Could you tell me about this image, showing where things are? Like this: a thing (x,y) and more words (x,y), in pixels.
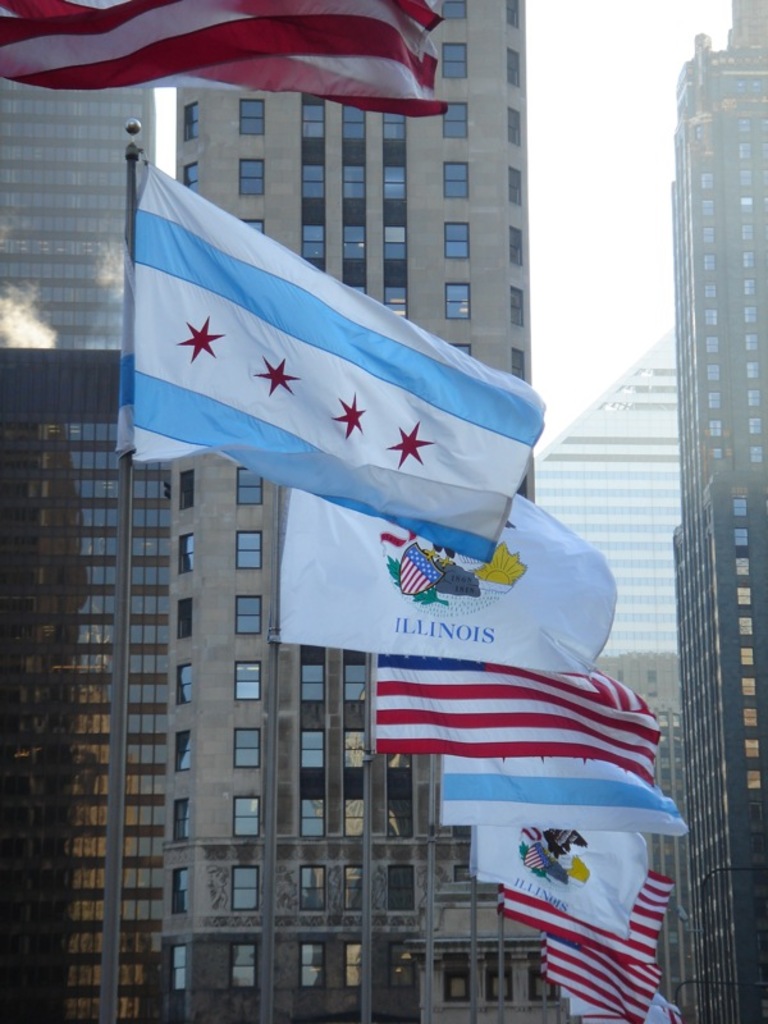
In the image I can see some buildings (54,929) and also I can see some flags (427,429) to the poles (130,250).
